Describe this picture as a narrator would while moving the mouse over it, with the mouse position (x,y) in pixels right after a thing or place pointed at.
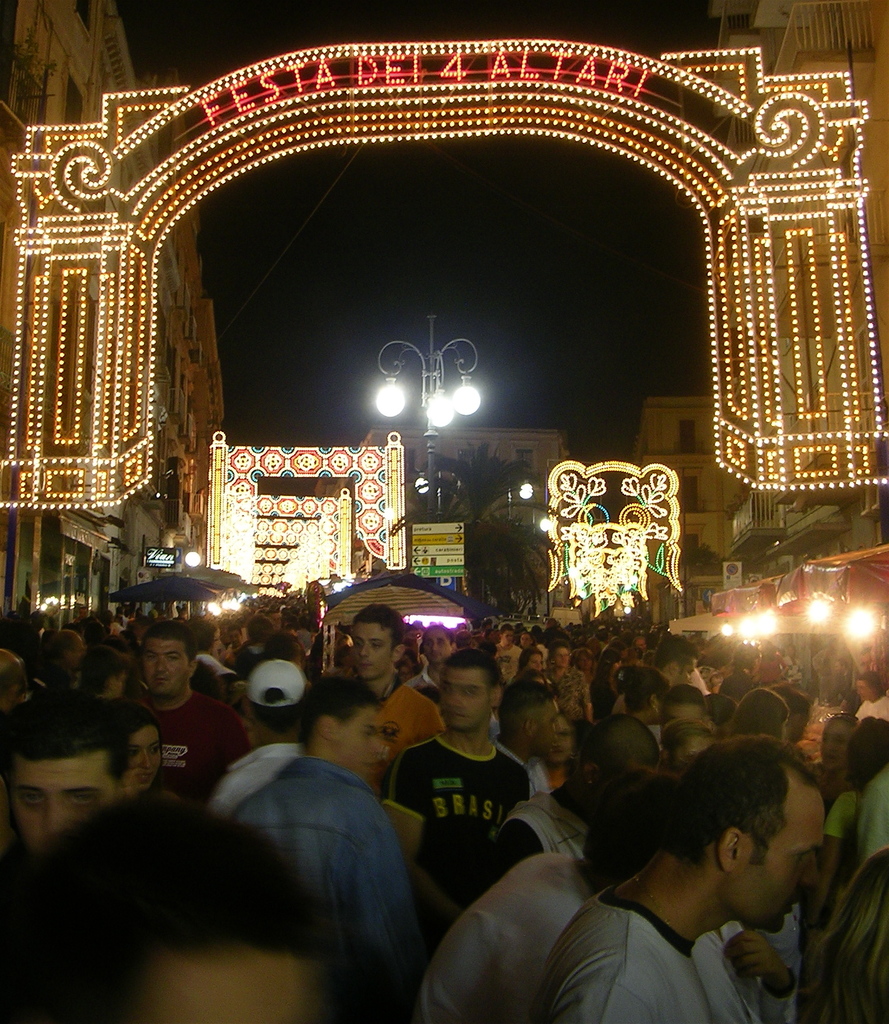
This picture shows many people (282,809) standing and we see buildings (674,439) and lights (443,423) to the pole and we see lighting (742,237) and a man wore cap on his head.
